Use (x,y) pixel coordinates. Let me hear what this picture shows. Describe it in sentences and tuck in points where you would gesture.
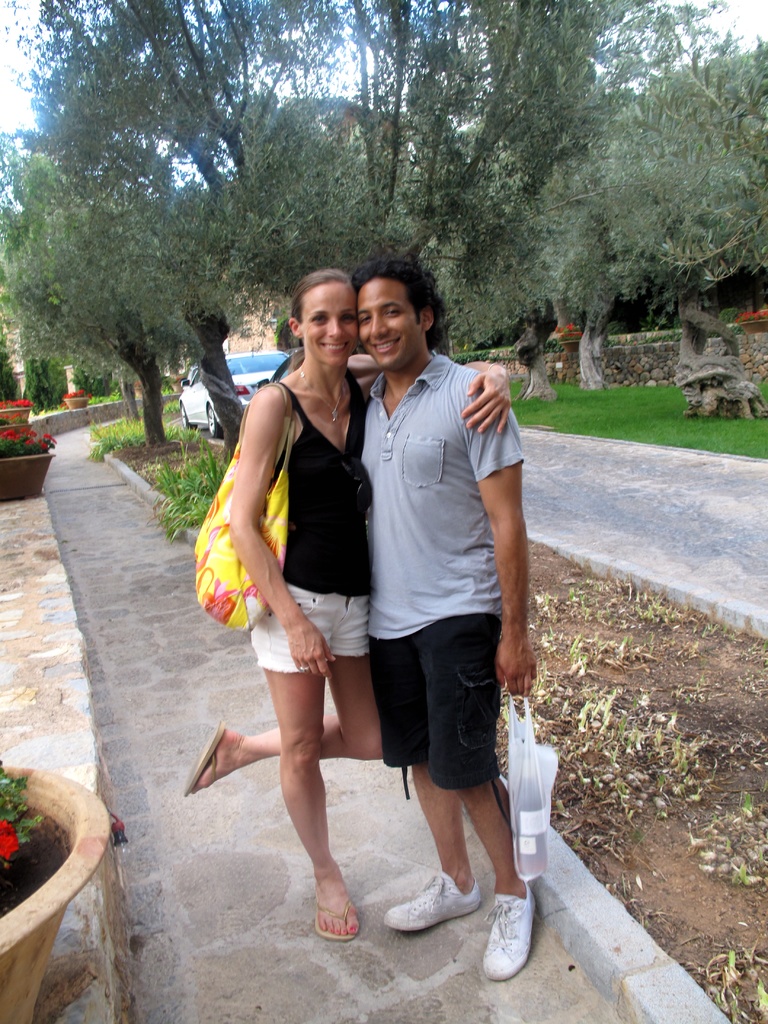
In this image I can see in the middle (449,500) a man (386,529) and a woman (365,613) are standing and also smiling, at the back side (394,169) there are trees (394,169) and there is a car (295,362) on the road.
